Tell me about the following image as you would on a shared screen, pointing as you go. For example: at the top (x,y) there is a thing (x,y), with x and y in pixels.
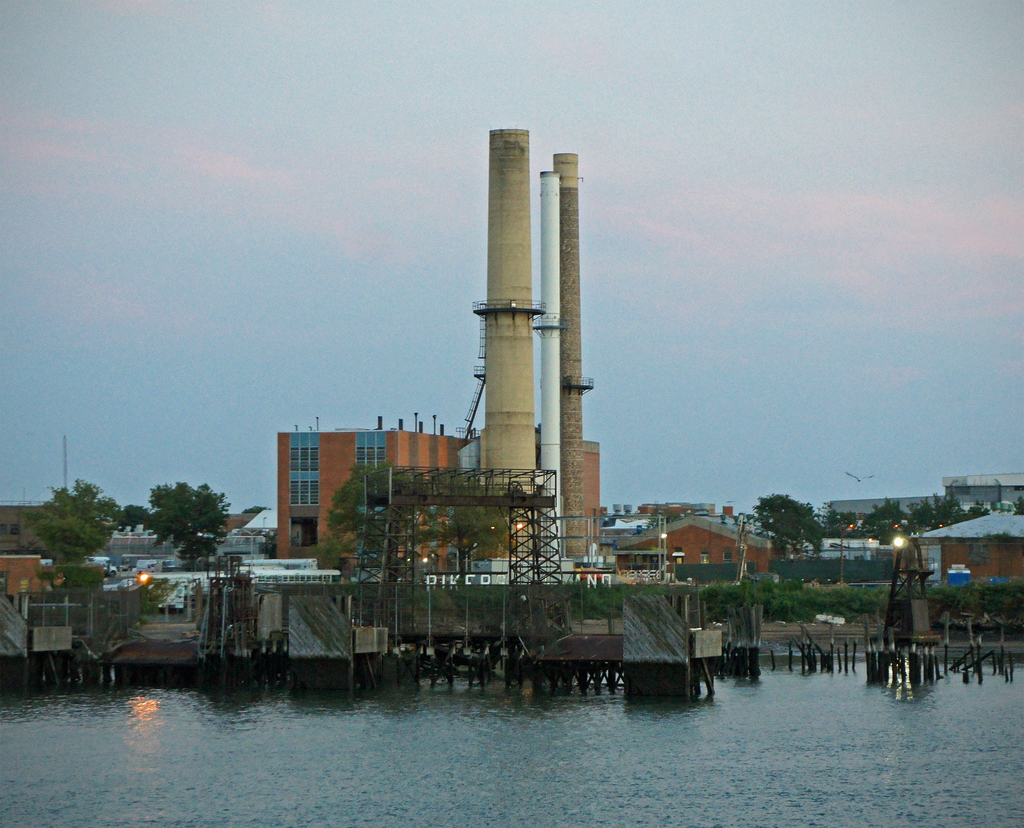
In this image we can see buildings (391,462), railings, staircase (485,336), iron grills (449,498), chimneys (528,334), water (930,684), trees (96,505) and sky (400,171) in the background (280,314).
